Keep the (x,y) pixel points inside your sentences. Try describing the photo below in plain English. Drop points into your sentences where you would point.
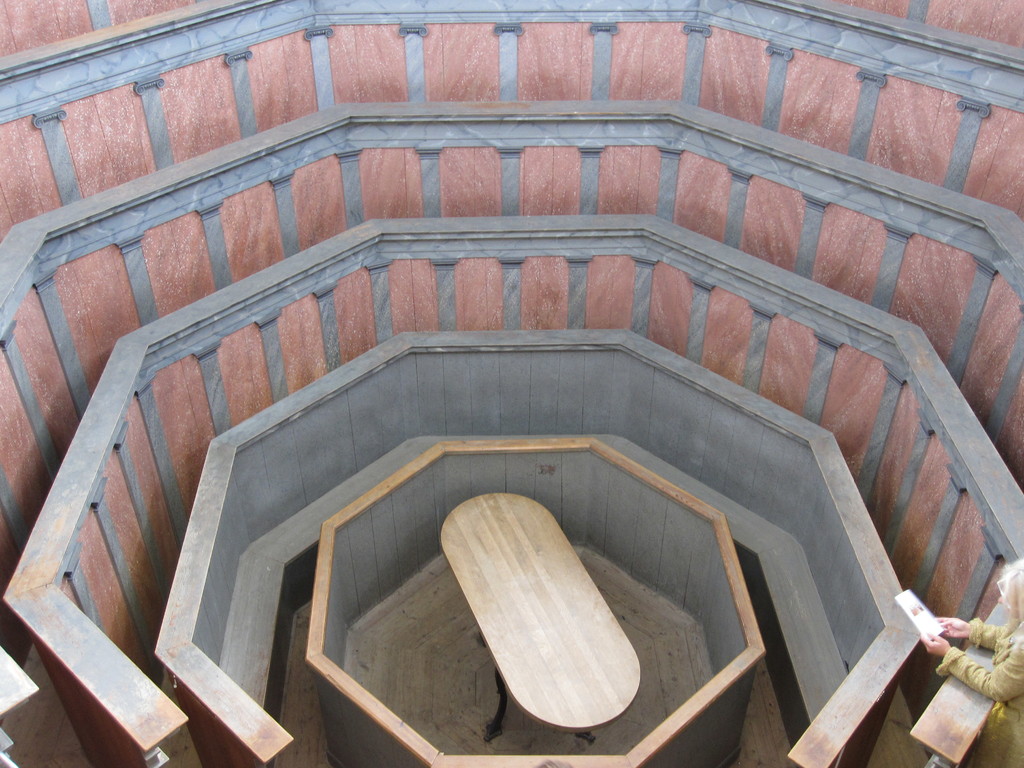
In the center of the image (558,369) there is a building (635,223), wall (684,233), one wooden table (566,594), one person (1011,658) standing and holding some object (927,613) and a few other objects (968,698).
